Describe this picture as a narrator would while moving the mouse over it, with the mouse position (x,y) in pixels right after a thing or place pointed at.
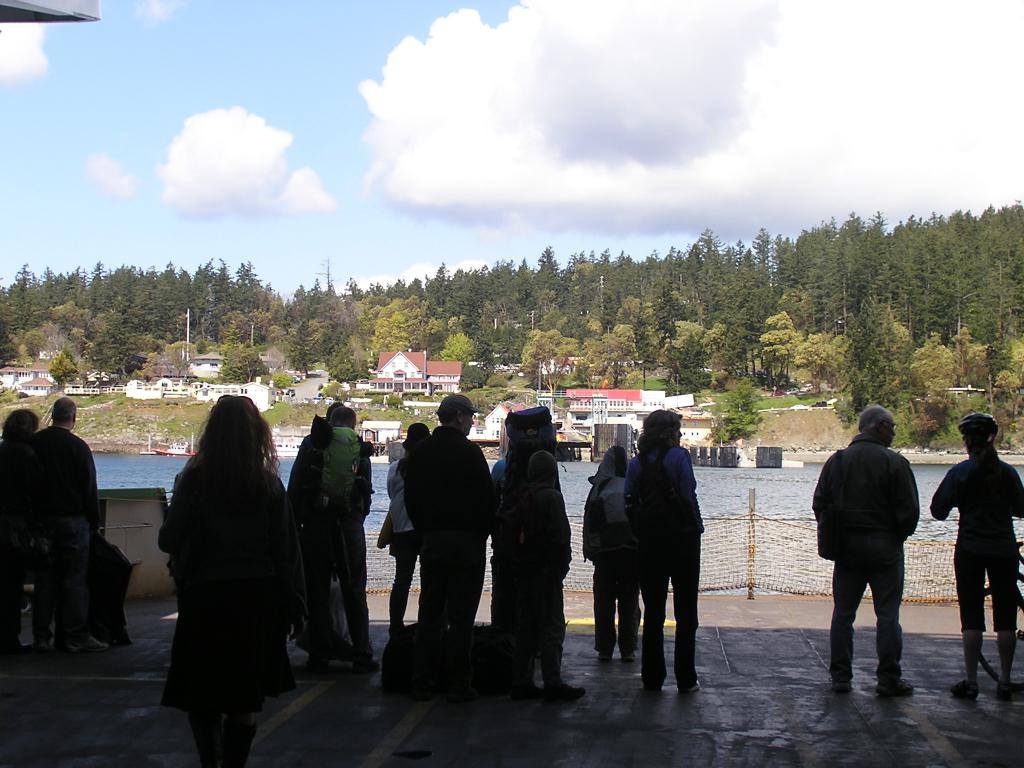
In this image we can see a few people (855,611) standing, In front of them there is a river (703,543). In the background (644,409) there are buildings (630,407), trees (435,347) and sky (518,187).
